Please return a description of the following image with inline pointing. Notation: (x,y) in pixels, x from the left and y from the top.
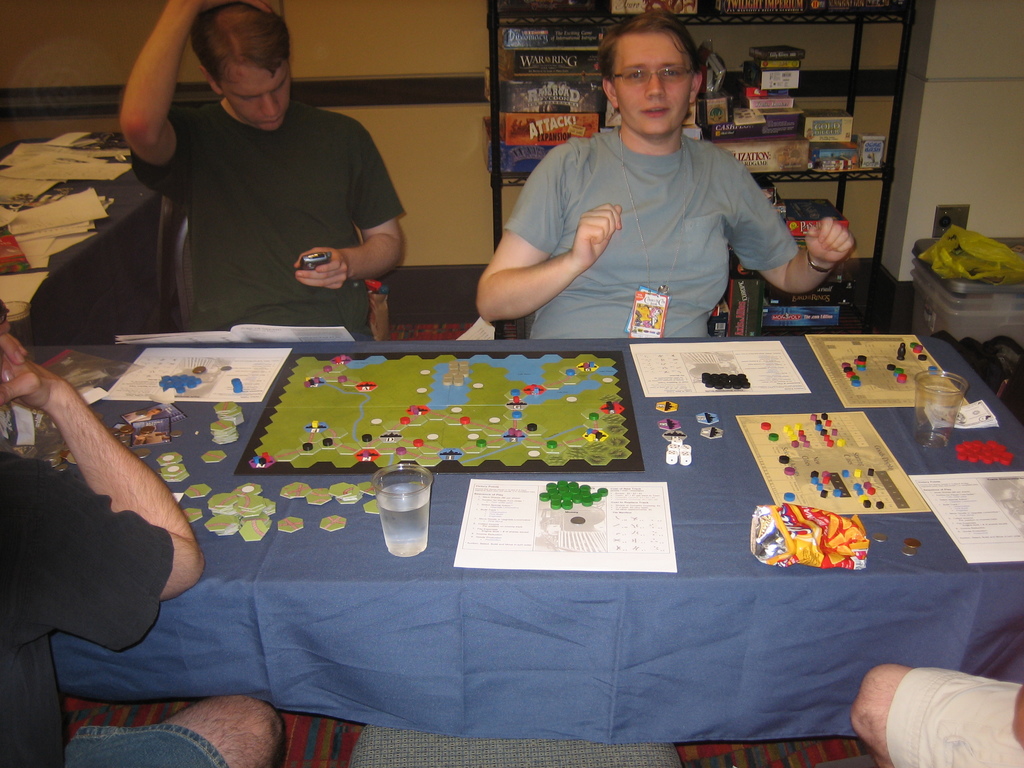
There are two boys (314,162) sitting in a chair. In front of them there is a table (651,341). On the table (438,625) there are blue color cloth (357,617), paper (539,538), glass (392,502), packet (752,531), green color coins (554,493). In the background (608,30) there is a cupboard (862,177). In the cupboard (843,183) there are some game boxes (557,122). And to the left side (103,246) there is another table (46,289). On the table (37,215) there are some papers (93,222). And to the right side (958,282) there is a box (960,283) with white color.
